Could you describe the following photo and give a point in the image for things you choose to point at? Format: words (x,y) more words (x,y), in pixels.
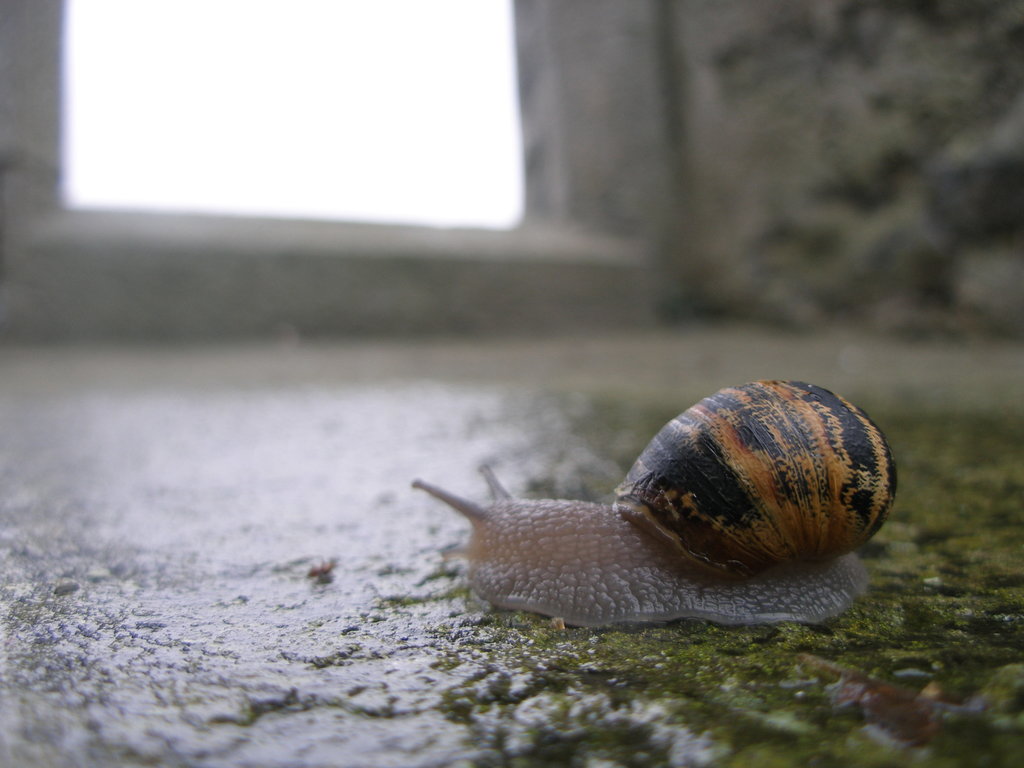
In the image I can see a snail (627,536) on the ground (566,453). In the background (806,152) I can see a wall (807,139). The background of the image (581,198) is blurred.
